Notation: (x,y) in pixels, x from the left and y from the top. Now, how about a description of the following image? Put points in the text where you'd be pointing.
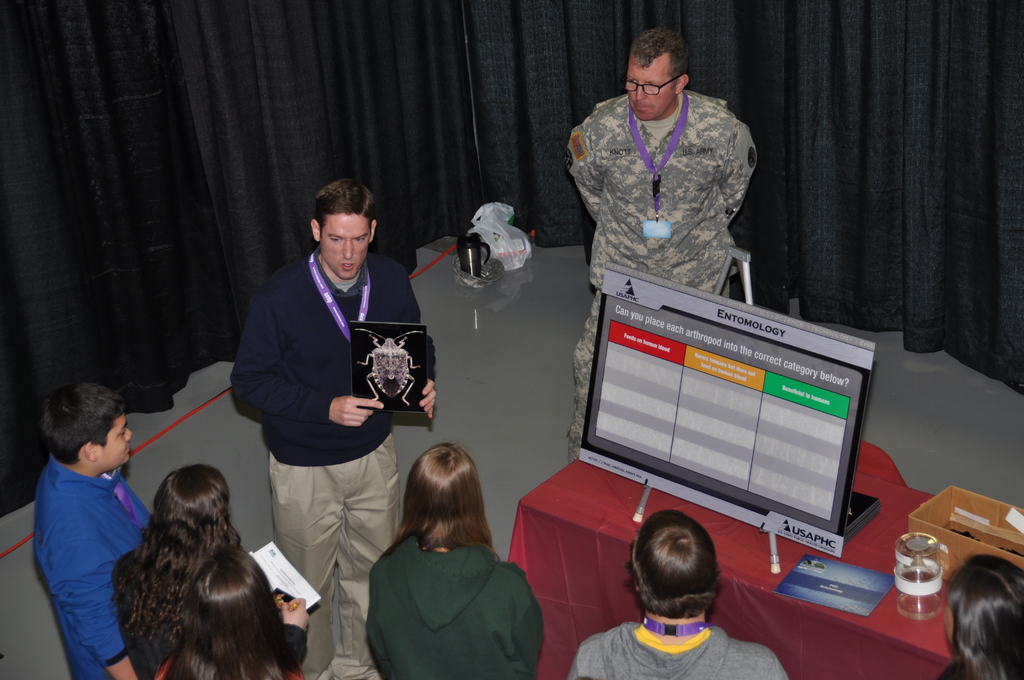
There is a group of persons (287,458) standing as we can see at the bottom of this image (474,497). The person (334,339) standing in the middle (376,340) is holding an object (391,368). There is a display board (756,468) and some other objects (931,612) are kept on a table (708,512) is on the right side of this image (708,461), and there is a black color curtain (384,151) in the background (425,140).
